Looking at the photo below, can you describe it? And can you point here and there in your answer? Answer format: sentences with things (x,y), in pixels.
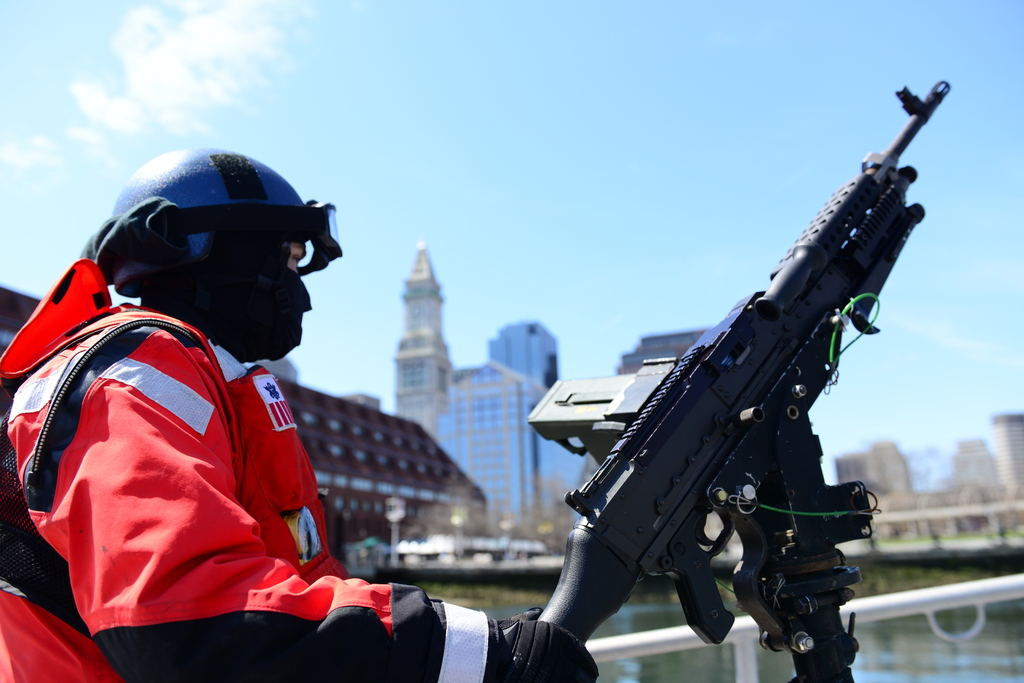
In this picture there is a machine gun (775,391) on the right side of the image (799,288) and there is a man (258,435) who is standing on the left side of the image (247,412) and there are buildings (978,449), a bridge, and water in the background area of the image (879,448), there is a boundary (1017,587) at the bottom side of the image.
